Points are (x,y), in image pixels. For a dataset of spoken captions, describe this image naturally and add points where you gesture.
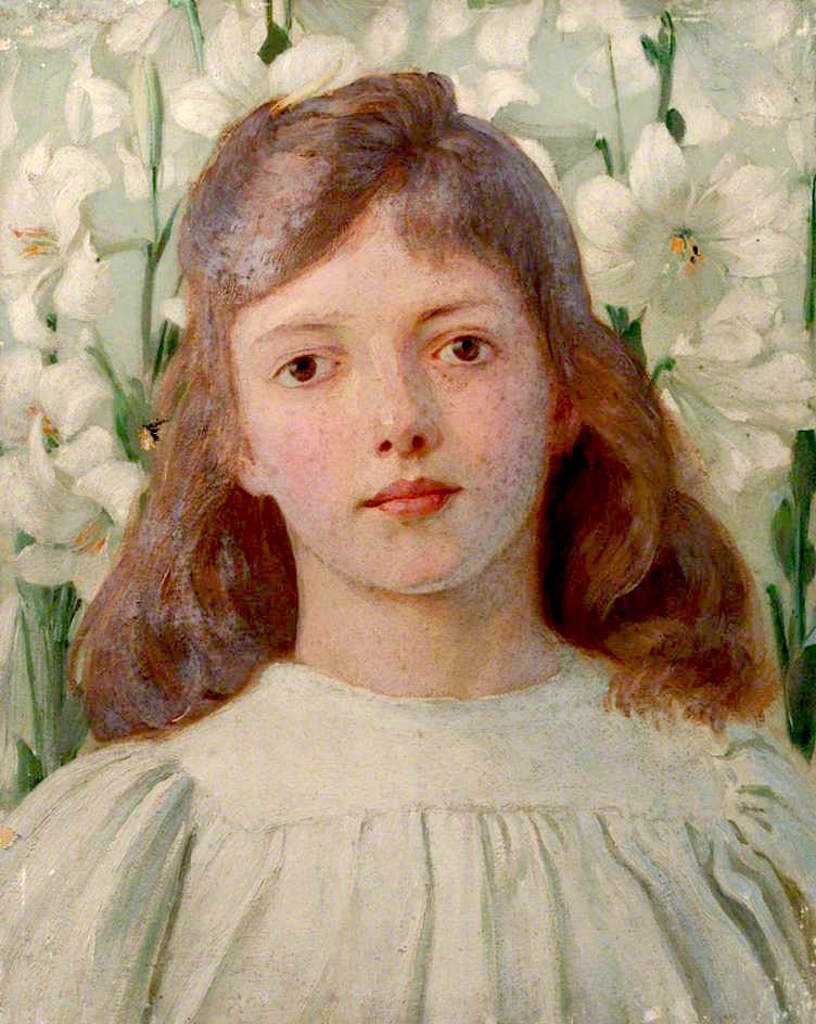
This image is a painting. In this image there is a girl (433,513). In the background (714,285) there are flowers (100,378).
